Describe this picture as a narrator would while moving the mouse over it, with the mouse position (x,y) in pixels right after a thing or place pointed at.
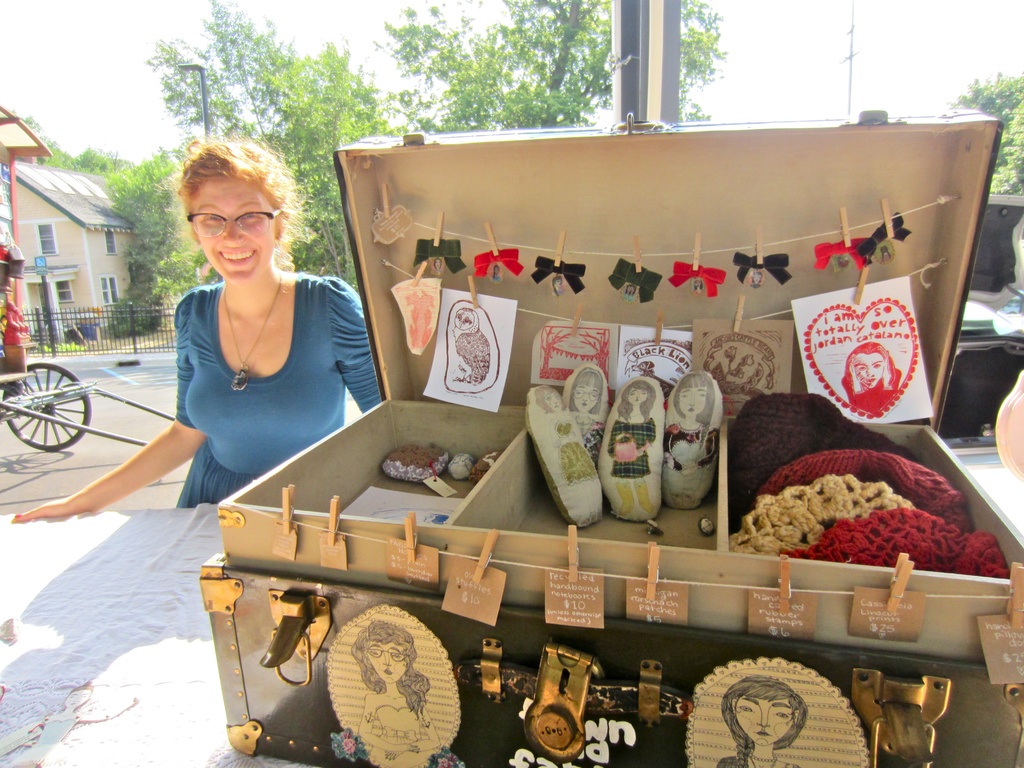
In the foreground of the image (328,437) there is a box (280,742) with objects (782,463) in it. Behind it there is a lady (218,481) wearing spectacles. In the background of the image (328,116) there are trees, houses (86,192), road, fencing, pole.
